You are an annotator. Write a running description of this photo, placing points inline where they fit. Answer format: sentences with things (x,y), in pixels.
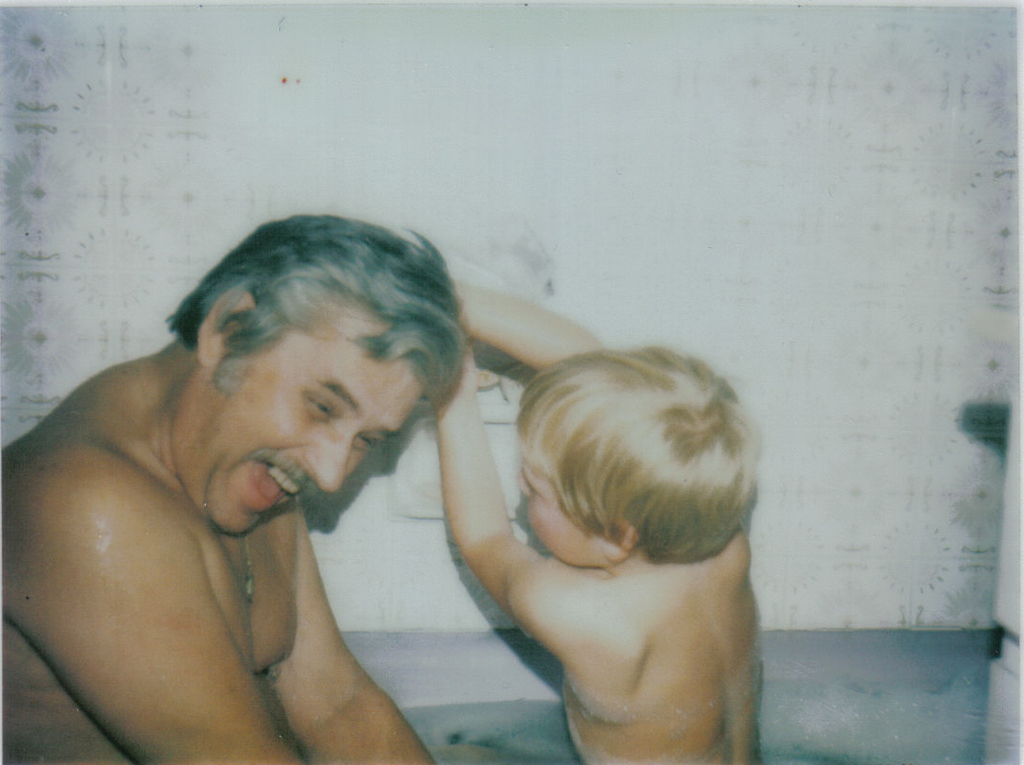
In this image in the foreground (544,311) I can see a man (106,544) and a child (656,610) and the background (559,112) is the wall (550,122).
